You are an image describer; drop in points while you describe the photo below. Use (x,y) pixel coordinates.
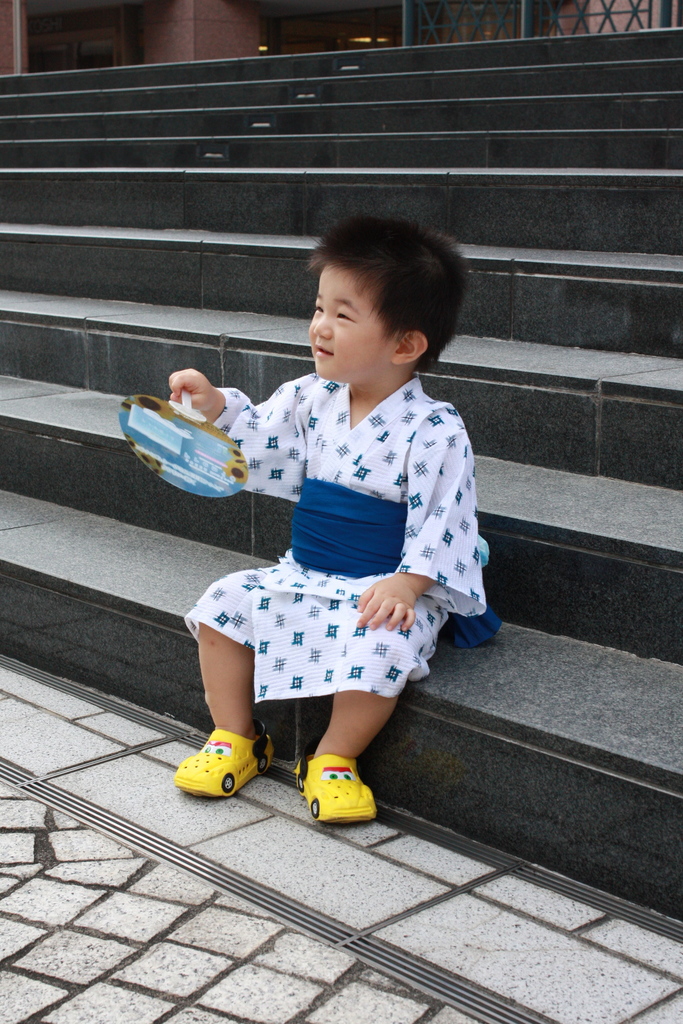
In this image there is a kid (336,655) sitting on the stairs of a building (111,37) and holding an object (220,445) in his hand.
